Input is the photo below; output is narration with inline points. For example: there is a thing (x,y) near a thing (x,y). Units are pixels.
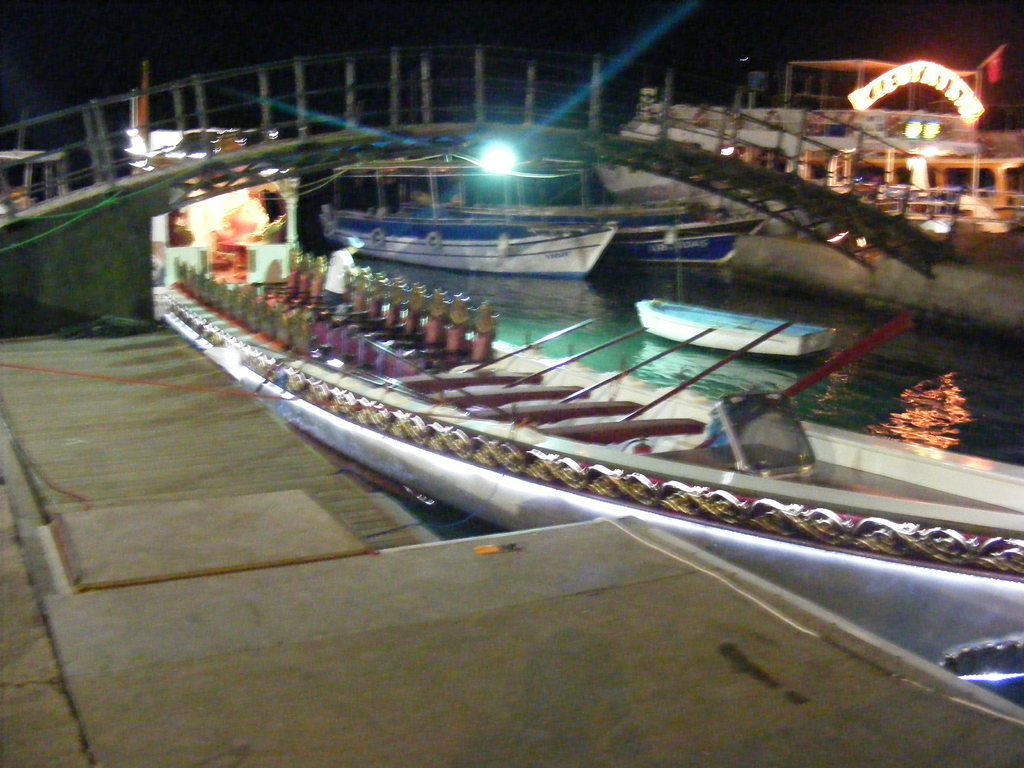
In this picture we can see boats (321,254) parked under a bridge (373,137).
